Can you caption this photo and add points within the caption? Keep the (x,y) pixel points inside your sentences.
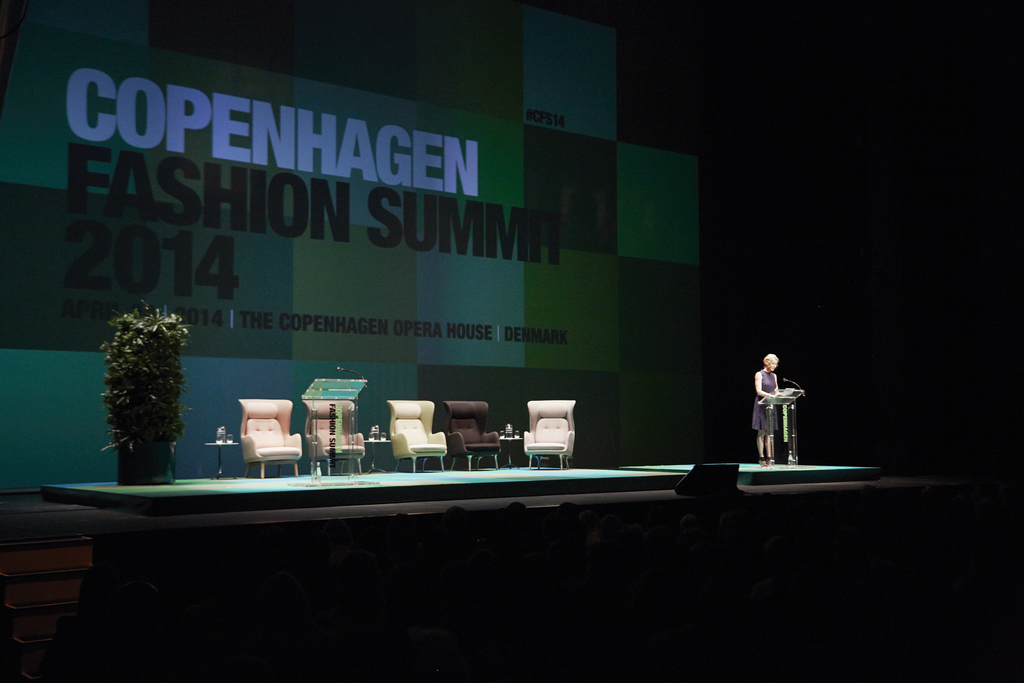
On the right side (757,406), there is a woman (759,421) standing in front of a stand (793,396) on which there is a mic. On the left side (164,473), there is a potted plant (133,412). Beside this plant (137,422), there are chairs (393,421) and there are stools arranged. In the background (356,342), there is a banner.
